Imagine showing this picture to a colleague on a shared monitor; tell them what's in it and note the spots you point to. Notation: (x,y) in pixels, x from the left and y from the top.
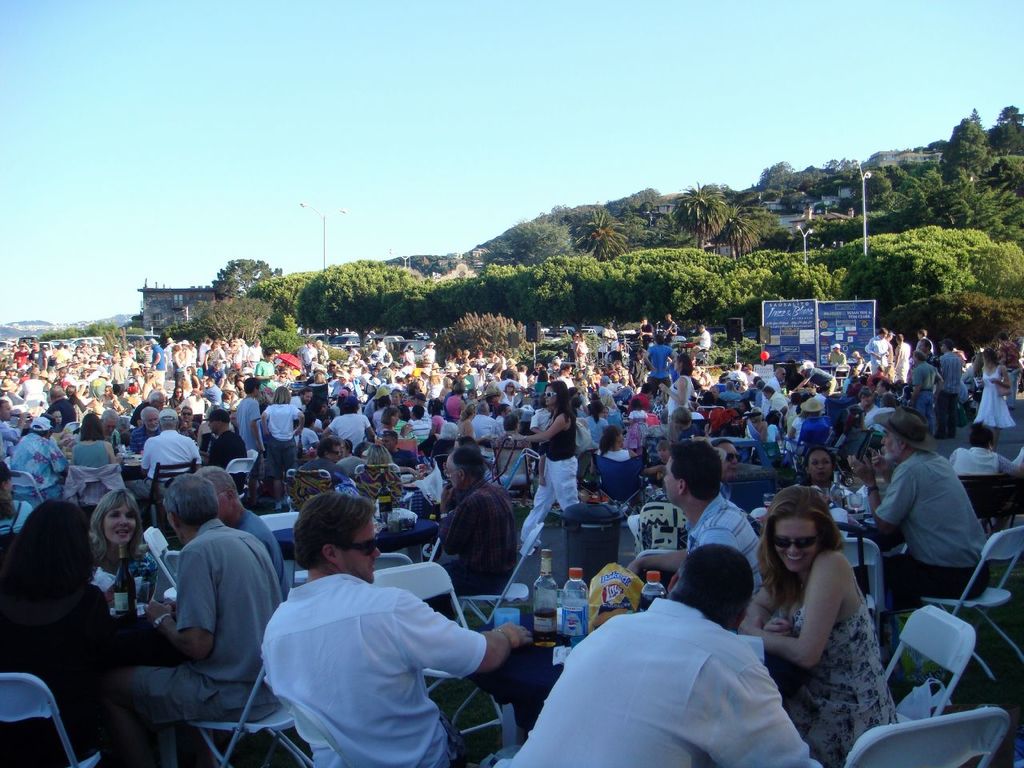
There is a huge crowd (390,412) and most of them are sitting around the tables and drinking alcohol (537,637) and beside the crowd (135,357) there are plenty of trees (671,236) and in front of the trees (754,324) there is board (771,325) it is in blue color and some information (806,316) is mentioned on that board (783,318).
